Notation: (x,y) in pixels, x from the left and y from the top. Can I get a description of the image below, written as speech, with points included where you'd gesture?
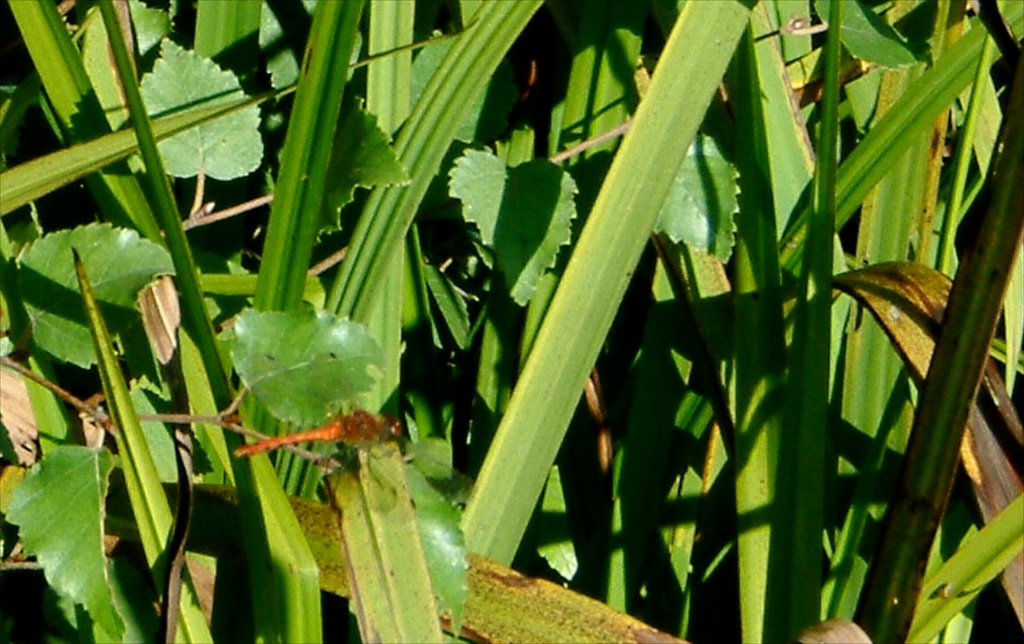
In the foreground of this image (275,437), there is a dragonfly (396,423) on the leaf (390,545). In the background (434,579), there are plants (149,271).
